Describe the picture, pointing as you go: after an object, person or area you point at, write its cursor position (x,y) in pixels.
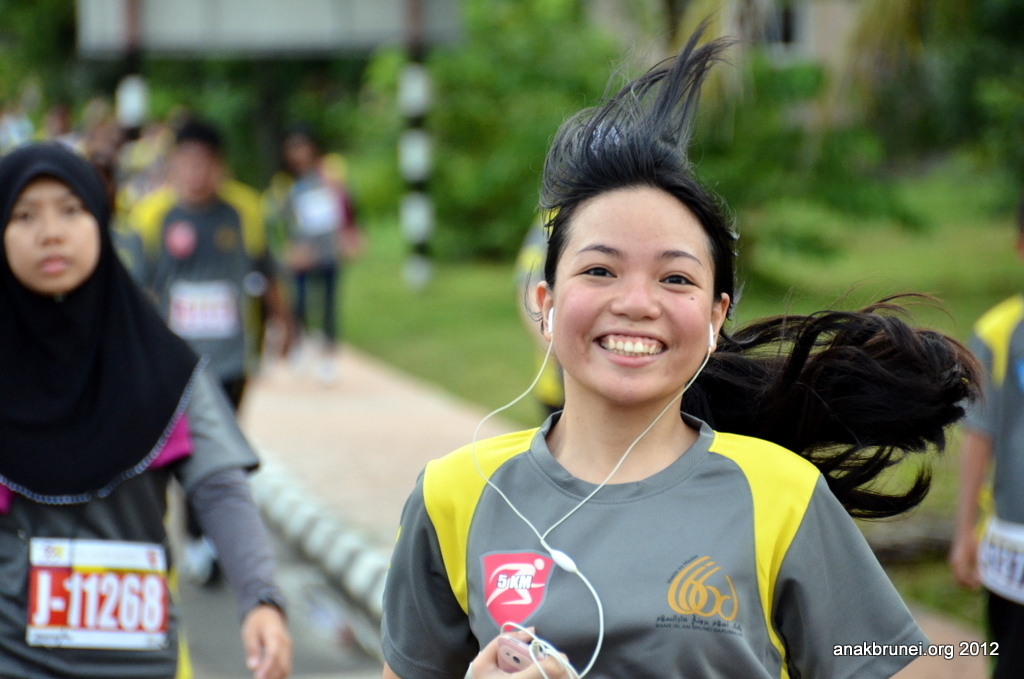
In the foreground of the picture (532,476) there is a woman (689,648) holding a phone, she is smiling, behind her there are people (2,414), footpath (348,450) and grass (441,349). In the background (323,73) there are buildings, trees (457,124) and poles (402,80).
